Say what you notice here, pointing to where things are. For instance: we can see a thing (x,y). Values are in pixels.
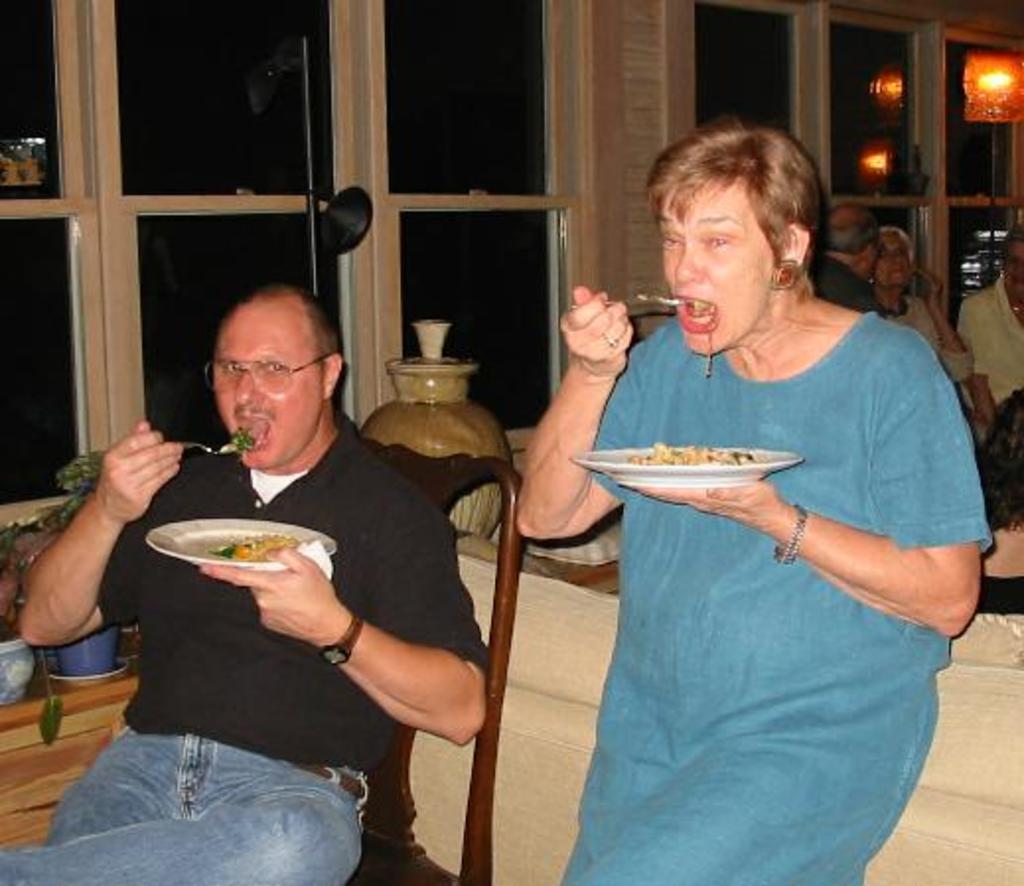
This is the picture of a room (725,635). In this image there are group of people (818,742). In the foreground (562,473) there is a person (241,799) sitting and eating and there is a person (760,616) standing and eating. At the back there is a person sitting on the sofa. There are plants (61,653) on the table (34,772) and at the back (48,385) there are windows (875,129) and there is a light (1000,96).
